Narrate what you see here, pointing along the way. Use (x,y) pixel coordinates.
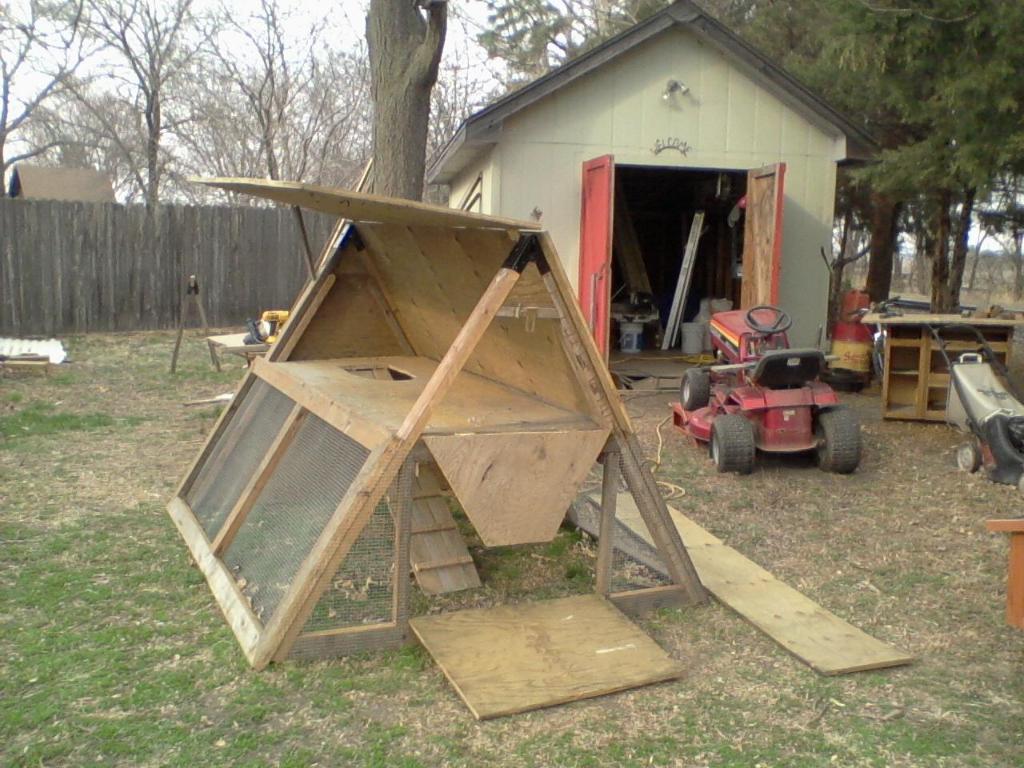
In this image in the center (477,395) there is a wooden chicken coop (416,465) and there's grass (152,660) on the ground (171,663) and there is a vehicle (762,407). In the background (115,230) there is a wooden fence (250,232), there is a house (773,191) and there are trees (445,100).
